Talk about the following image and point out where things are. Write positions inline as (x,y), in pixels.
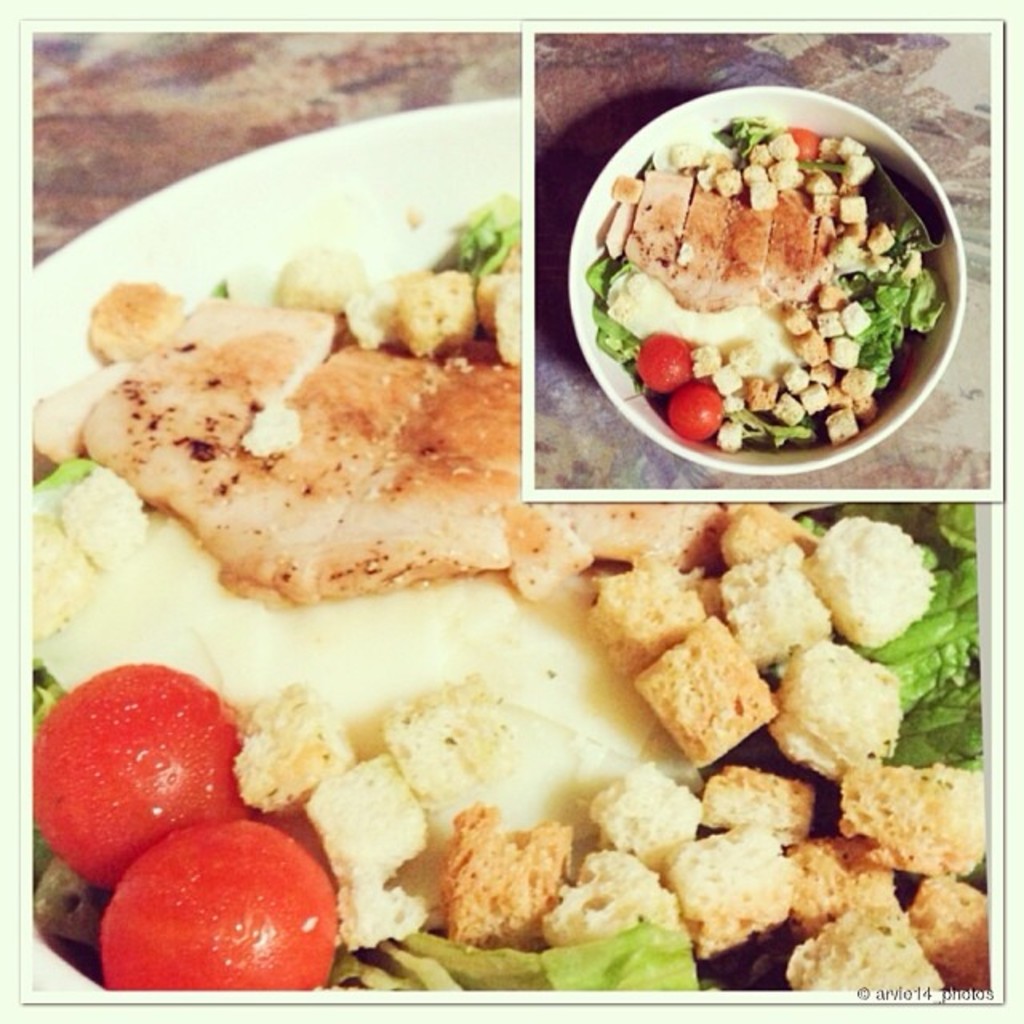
In this image we can see a serving bowl (261,190) which consists of meat (327,511), cheese (422,666), croutons (744,694), leaves (929,667) and tomatoes (197,815). On the right top most corner of the image (870,110) we can see a picture (858,292) of the same serving plate (932,354).
